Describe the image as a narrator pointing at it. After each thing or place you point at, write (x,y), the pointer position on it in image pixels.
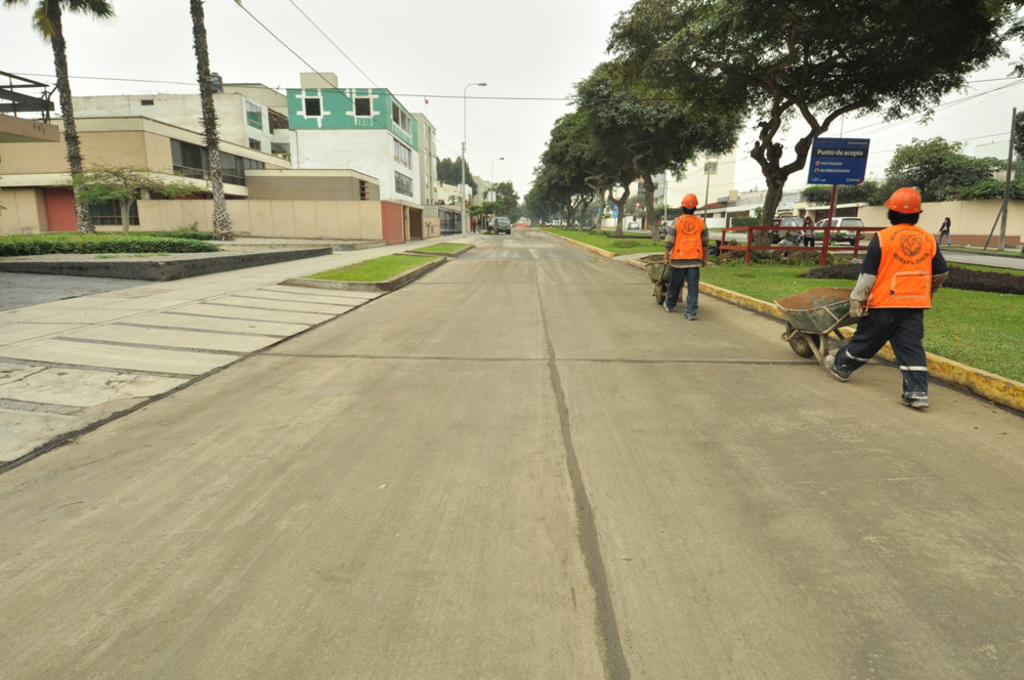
In this picture we can see carts (807,331), two people (688,244) wore helmets (892,205) and walking on the road (540,409) and in front of them we can see the grass (798,282), name board (819,149), vehicles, trees (886,190), buildings (448,216), poles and some objects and in the background (341,38) we can see the sky (327,23).
